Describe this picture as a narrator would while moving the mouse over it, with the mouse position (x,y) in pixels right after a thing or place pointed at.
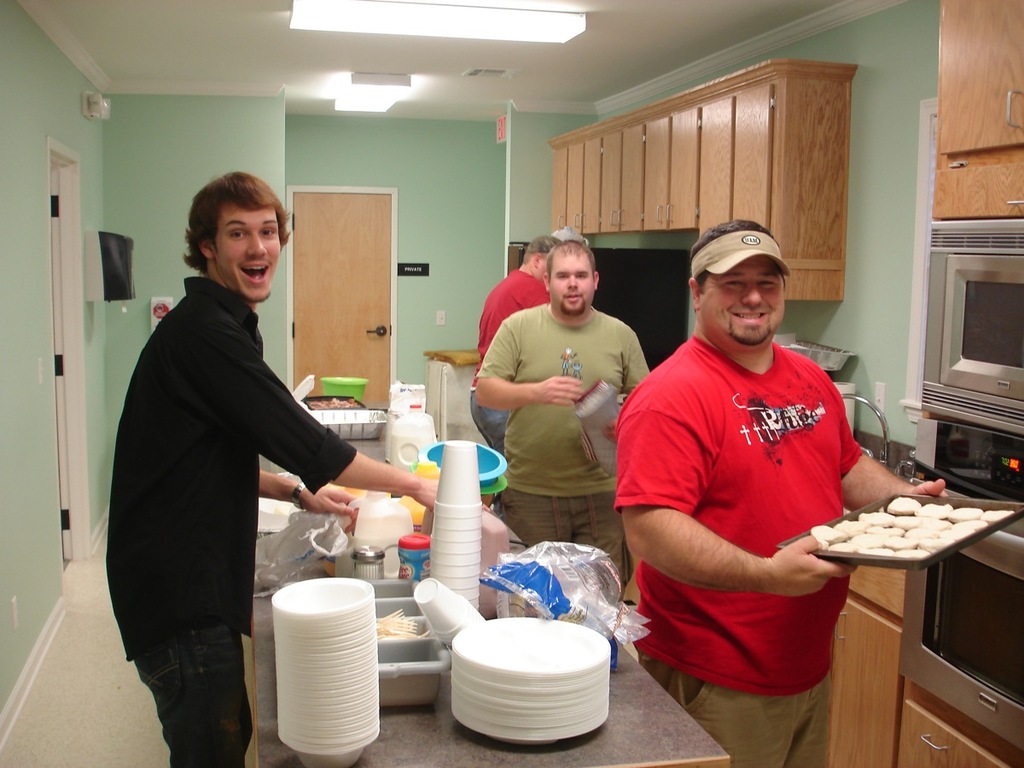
In this image we can see people (199,710), table (580,747), plates (505,618), glasses (452,532), bowls (339,754), bottles (408,552), baskets (409,586), plastic covers (553,611), and few objects (358,420). There is a person (752,449) holding a tray (945,504) with food items (954,526). Here we can see oven (967,621), cupboards (932,719), door (312,242), walls (30,294), floor (63,696), ceiling (492,59), lights (354,104), and objects (414,276).
